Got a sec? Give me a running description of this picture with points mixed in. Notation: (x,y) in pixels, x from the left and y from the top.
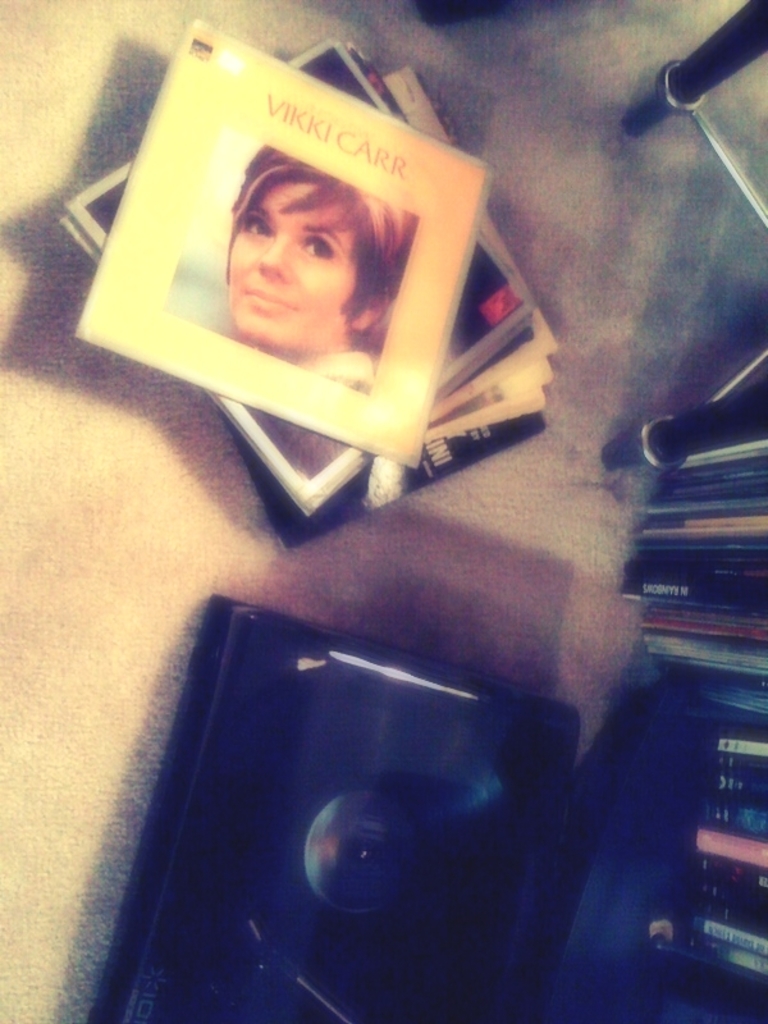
In this image I see a photo (291,254) of a woman (303,232) on this thing (307,139) and I see something is written and I see number of things (699,467) on the floor (457,496) and I see the black color thing (376,792) over here.
